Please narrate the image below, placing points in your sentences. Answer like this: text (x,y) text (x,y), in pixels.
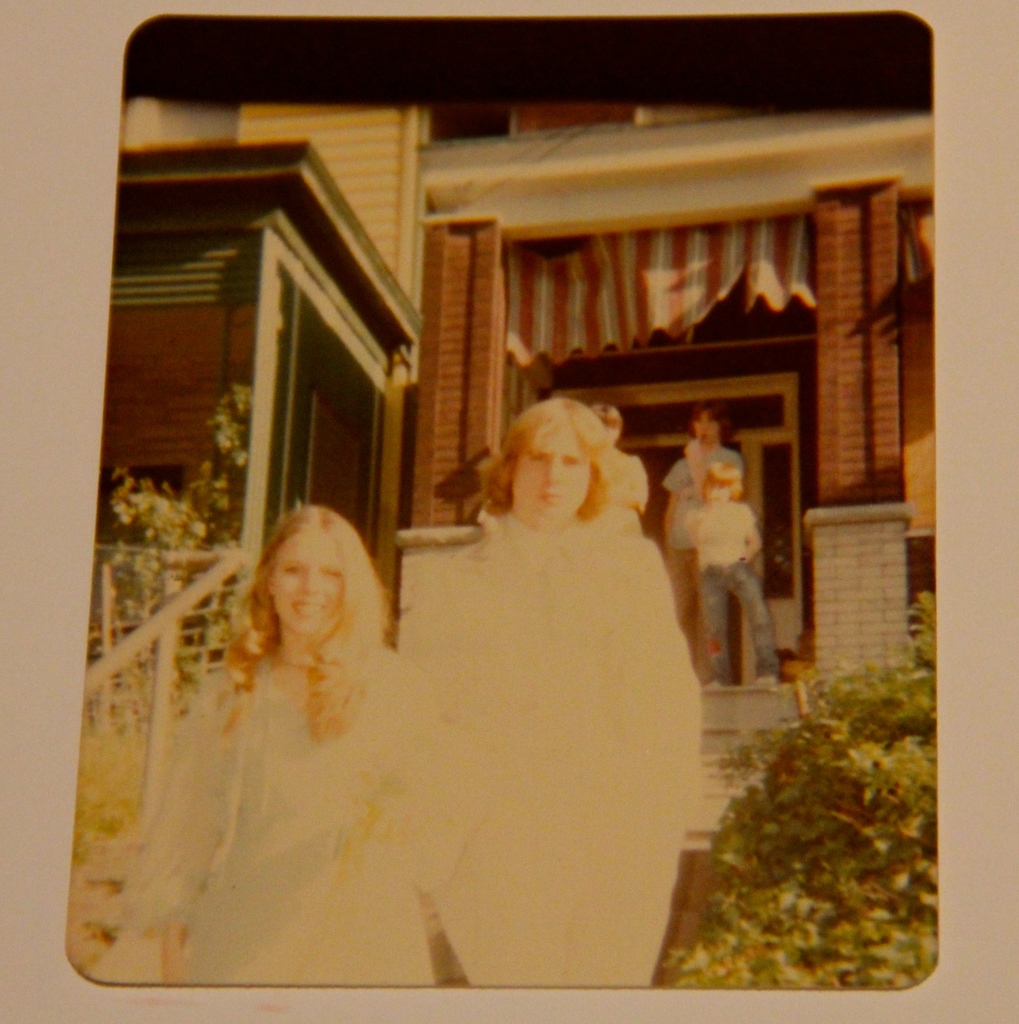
In this picture I can see a photo frame (653,34) and I can see this frame (506,695) contains the picture of 2 women (538,663) standing in front (327,534) and in the background (319,313) I can see a building (729,347), few plants (756,984) and 3 persons (668,490) standing and I can see the white and red color cloth (666,299).
